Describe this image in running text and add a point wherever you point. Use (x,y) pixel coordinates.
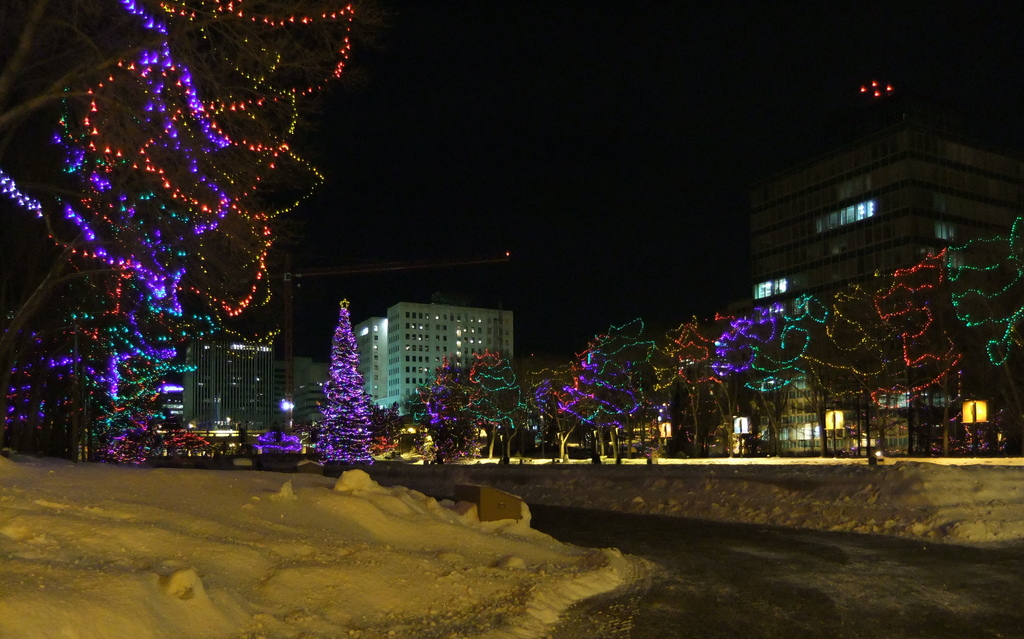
We can see snow (969,539) and trees (506,430) with decorative lights (308,189). In the background (788,241) we can see buildings (772,255) and it is dark.
